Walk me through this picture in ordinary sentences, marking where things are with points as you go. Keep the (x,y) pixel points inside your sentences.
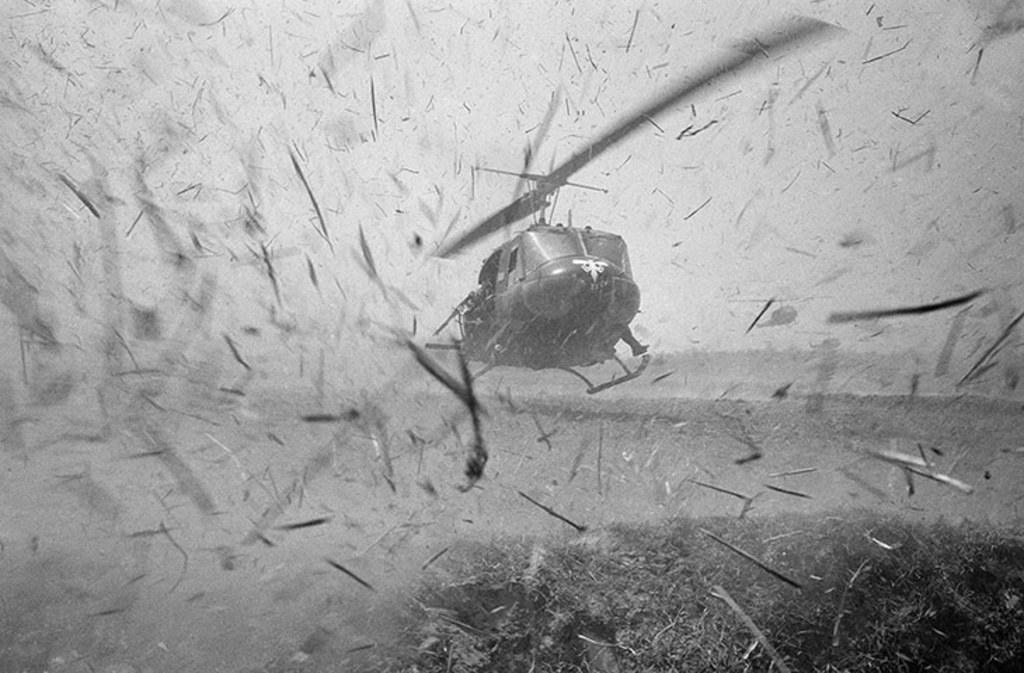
This is a black and white image. In this image we can see a helicopter (582,255).
